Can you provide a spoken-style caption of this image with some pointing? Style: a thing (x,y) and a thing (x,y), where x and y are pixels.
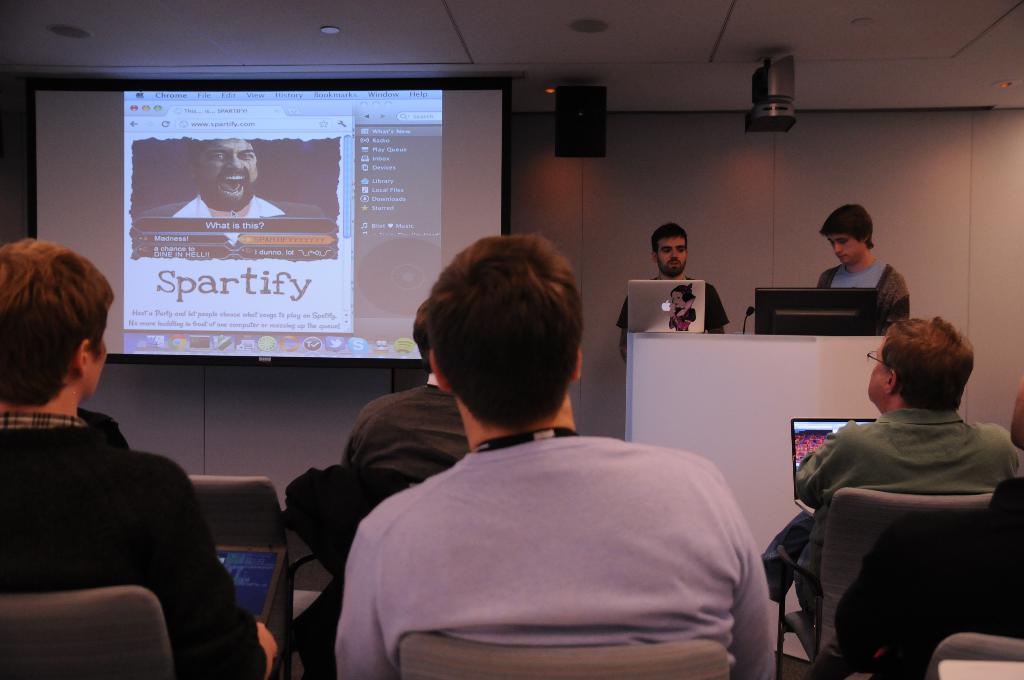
In this picture we can see a group of people (525,267) where some are sitting on chairs (923,506) and two men (872,266) are standing at podium (793,348), laptops (642,326), mic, speaker (587,129), screen (382,209) and in the background (707,231) we can see wall (638,248).
